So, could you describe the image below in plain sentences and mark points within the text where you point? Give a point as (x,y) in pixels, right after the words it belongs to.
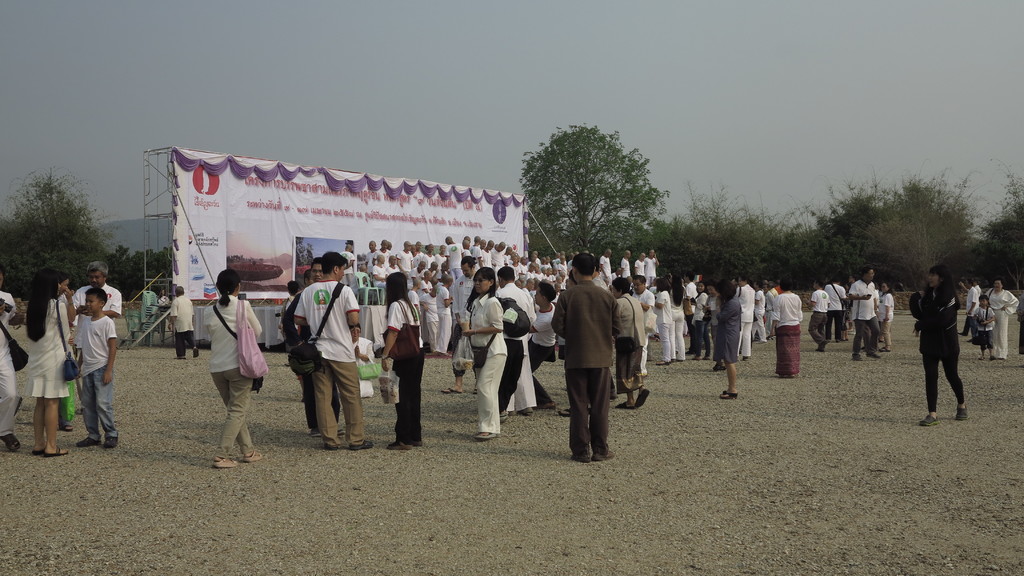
In this image I can see number of persons (485,331) are standing on the ground (437,389). I can see the stage (360,295) and on the stage (422,239) I can see number of persons (449,252) wearing white colored dresses (427,264) are standing on the stage (464,251) and a huge banner (301,222). In the background (572,238) I can see few trees (604,235), a mountain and the sky (394,115).
